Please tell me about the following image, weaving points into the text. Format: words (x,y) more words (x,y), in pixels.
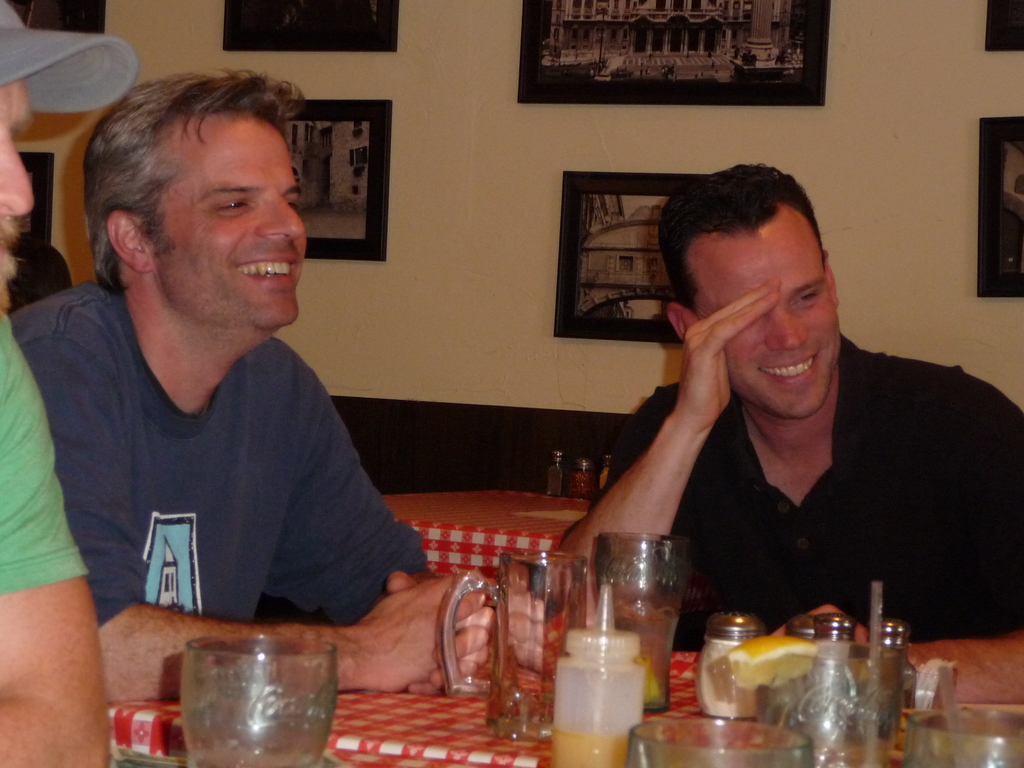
In this image we can see persons (226,488) sitting at the table (386,721). On the table (673,702) we can see glass tumblers (201,729), condiment bottle (633,719), shakers (729,678) and straw (866,706). In the background (438,459) we can see table (466,513), sofa (442,443), photo frames (366,178) and wall (426,167).
